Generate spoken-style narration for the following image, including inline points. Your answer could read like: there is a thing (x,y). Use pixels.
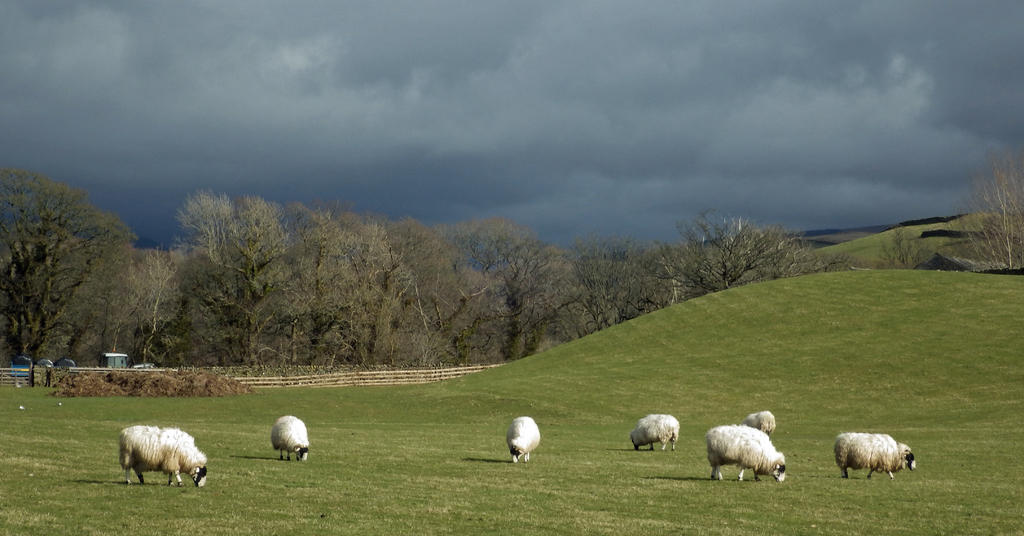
In this picture we can observe sheep (655,442) grazing grass (306,473) on the ground (458,442). There are some trees (365,309) and a railing (377,377) here. In the background (680,141) there is a sky (566,152) with some clouds (532,102).
